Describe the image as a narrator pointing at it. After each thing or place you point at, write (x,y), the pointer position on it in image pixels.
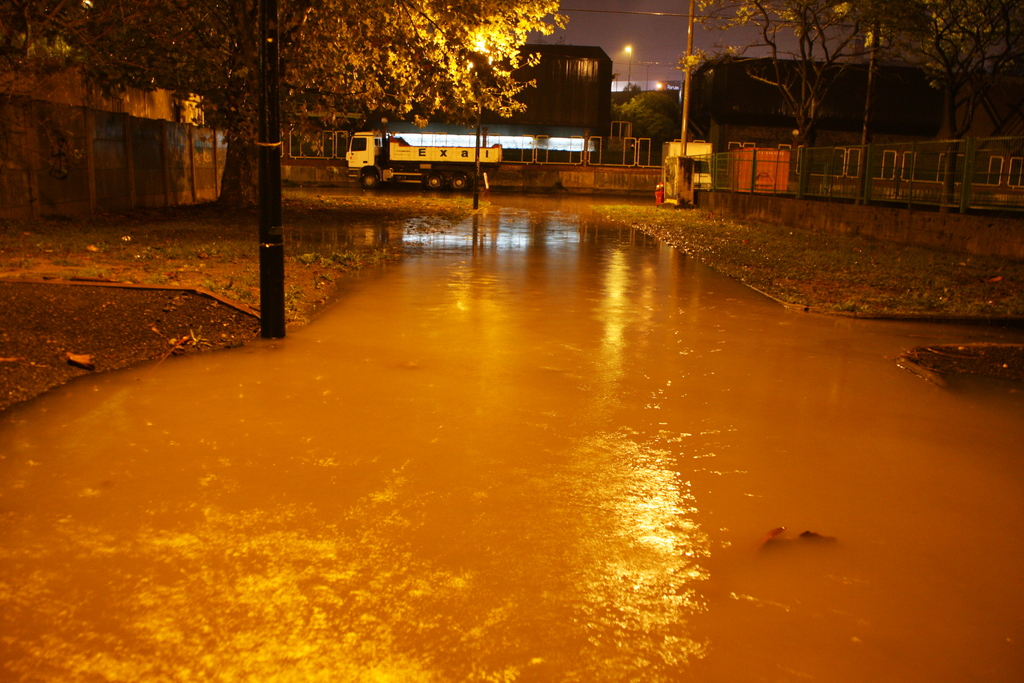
Here in this picture we can see some part of the ground (455,346) is covered with water (167,416) all over there and we can see a pole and trees (293,17) and walls (146,169) here and there and we can see a truck (400,138) in the middle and we can see buildings (517,125) in the far and we can see light posts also present here and there.
